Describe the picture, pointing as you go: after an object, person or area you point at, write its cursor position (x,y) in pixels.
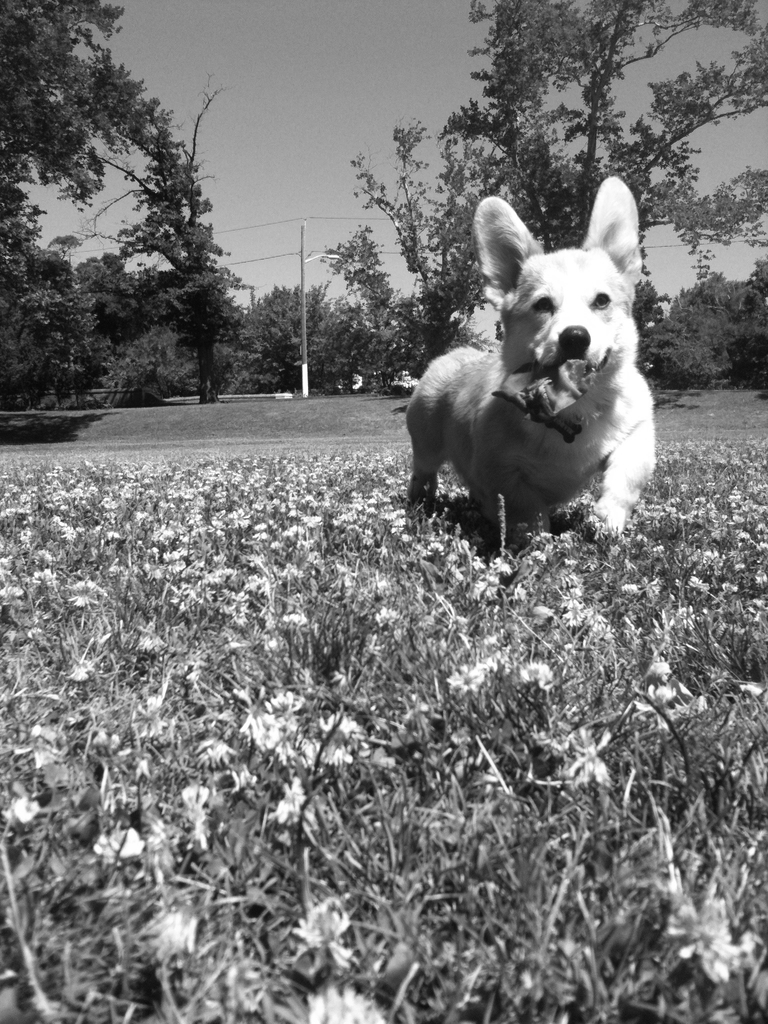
A dog (592,299) is there and these are the plants (373,762) in the down side, on the back side (355,257) there are trees (394,302).
